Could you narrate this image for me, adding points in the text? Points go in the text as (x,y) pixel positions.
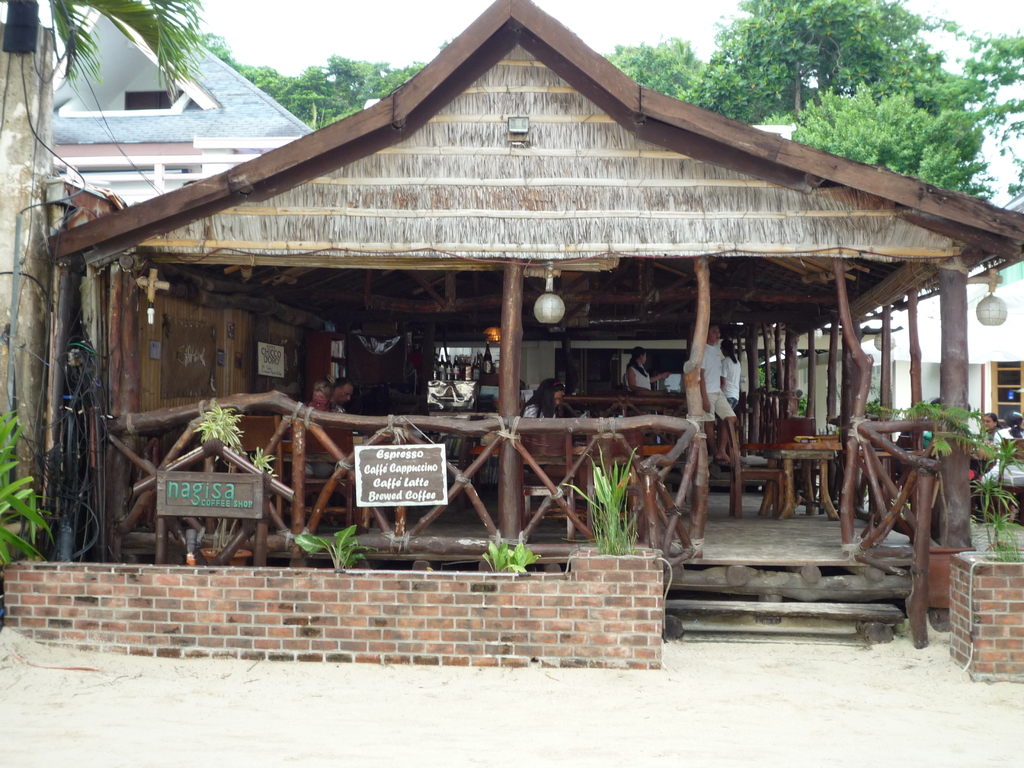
In this image I can see a house (532,146) and under the house (364,359) I can see table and chairs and persons (708,397), in front of the house (841,435) I can see plants (633,533) and the wall (272,619), at the top (314,34) I can see trees (905,34) and the sky (425,30) and building (136,118).
